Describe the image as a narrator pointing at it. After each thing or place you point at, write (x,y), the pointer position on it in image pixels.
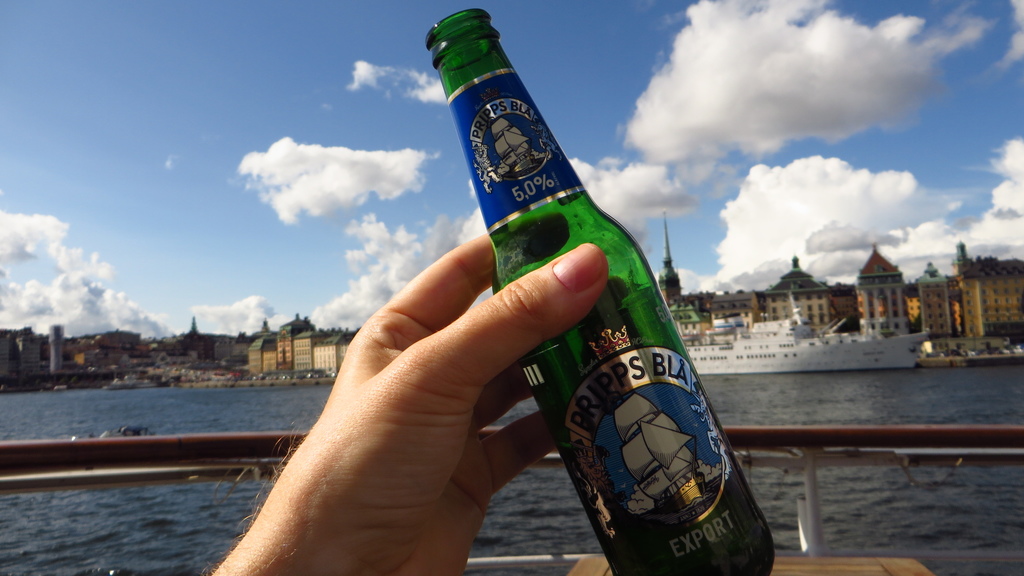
In the center (540,320) we can see human hand (531,424) holding bottle (617,382) named as "Export". On the back (612,98) we can see sky (589,107) with clouds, buildings (878,302), ship (834,348) and water (804,389).
